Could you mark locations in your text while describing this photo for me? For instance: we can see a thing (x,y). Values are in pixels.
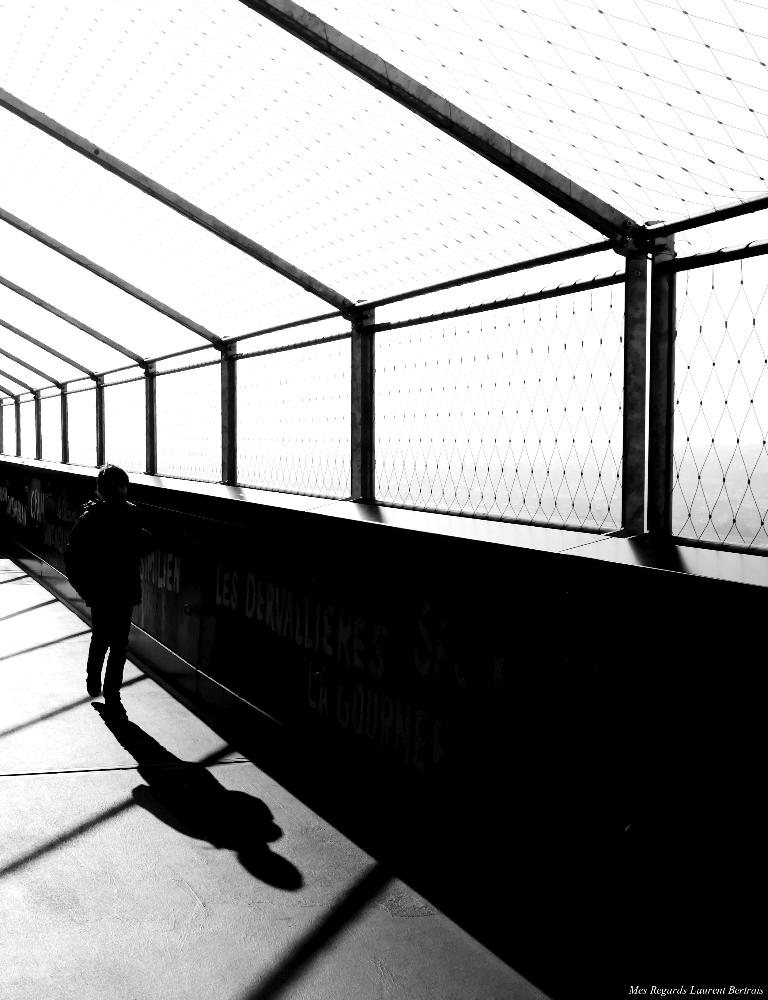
This is a black and white image. This picture is an inside view of a building (290,647). On the left side of the image (204,733) we can see a person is walking on the floor (278,982). In the background of the image (472,576) we can see the wall (455,601), mesh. In the bottom right corner (674,991) we can see the text (682,990).
